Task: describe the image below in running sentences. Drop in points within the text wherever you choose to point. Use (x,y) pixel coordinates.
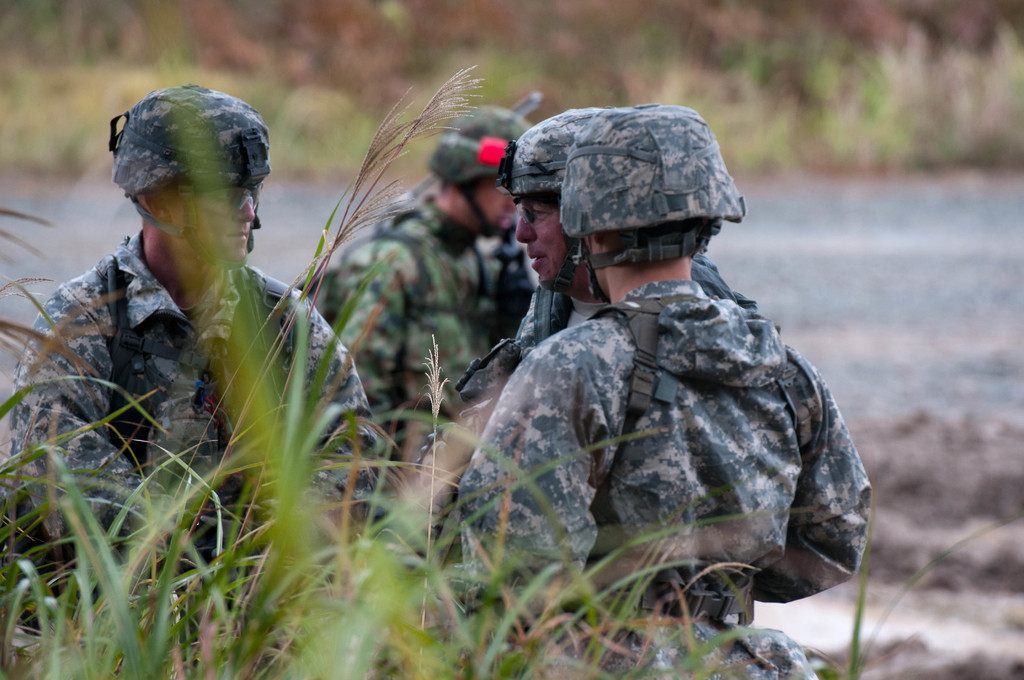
In this image there are four men (458,314) standing. They are wearing an uniform (587,359). They seem to be soldiers (547,354). In the foreground (309,588) there is grass (265,635). Behind them there is ground (814,202). The background (339,69) is blurry.
